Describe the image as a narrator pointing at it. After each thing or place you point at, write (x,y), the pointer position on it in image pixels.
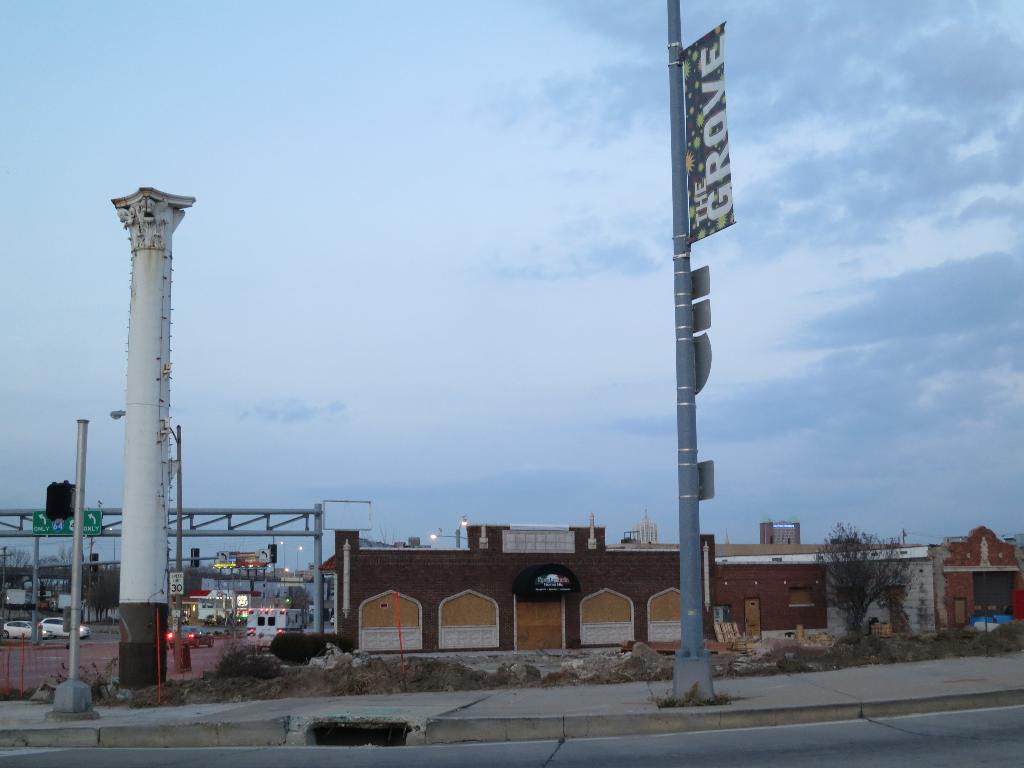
In the foreground of the image (752,716) we can see the road (913,727) and footpath (828,688). In the middle of the image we can see houses (474,615) and cars (57,630). On the top of the image (342,204) we can see the sky (464,277).
